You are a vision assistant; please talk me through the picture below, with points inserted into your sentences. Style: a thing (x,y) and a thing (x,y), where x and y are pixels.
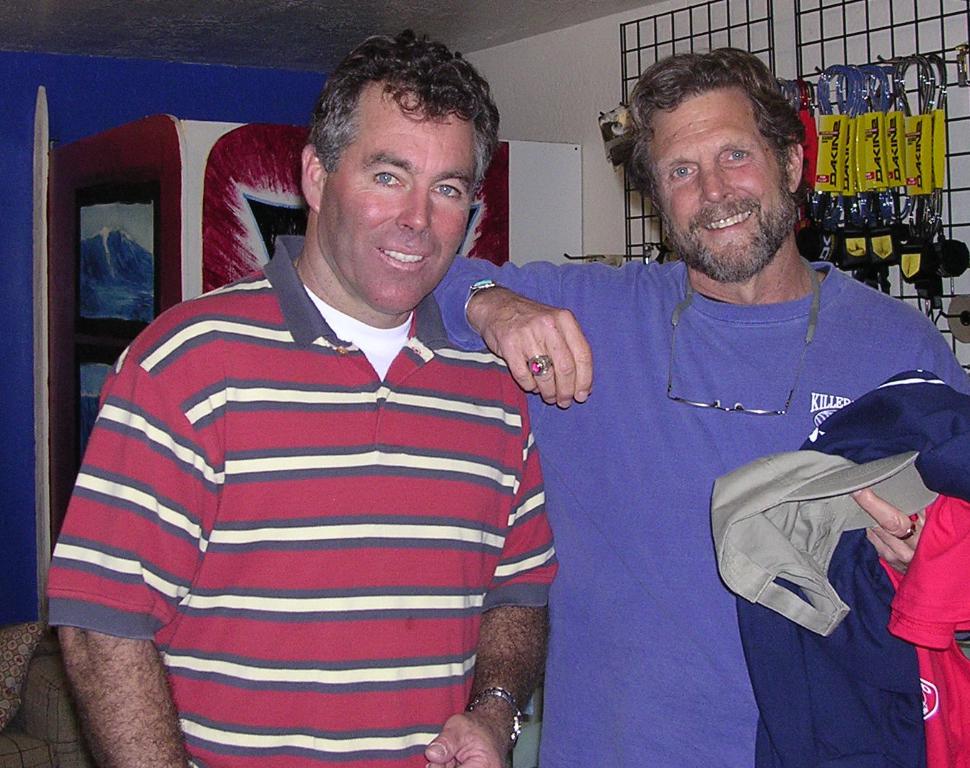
In this image there are two men (555,525) in the middle (594,512). The man (668,483) on the right side (684,383) has kept his hand (516,328) on the man (427,359) who is beside him. In the background (124,83) there is a wall (120,96). On the right side (899,161) there is a stand (950,214) to which there are few things (855,132) which are hanged to it. The man (858,307) on the right side (932,459) is holding the clothes (856,546) and a cap (822,554).
